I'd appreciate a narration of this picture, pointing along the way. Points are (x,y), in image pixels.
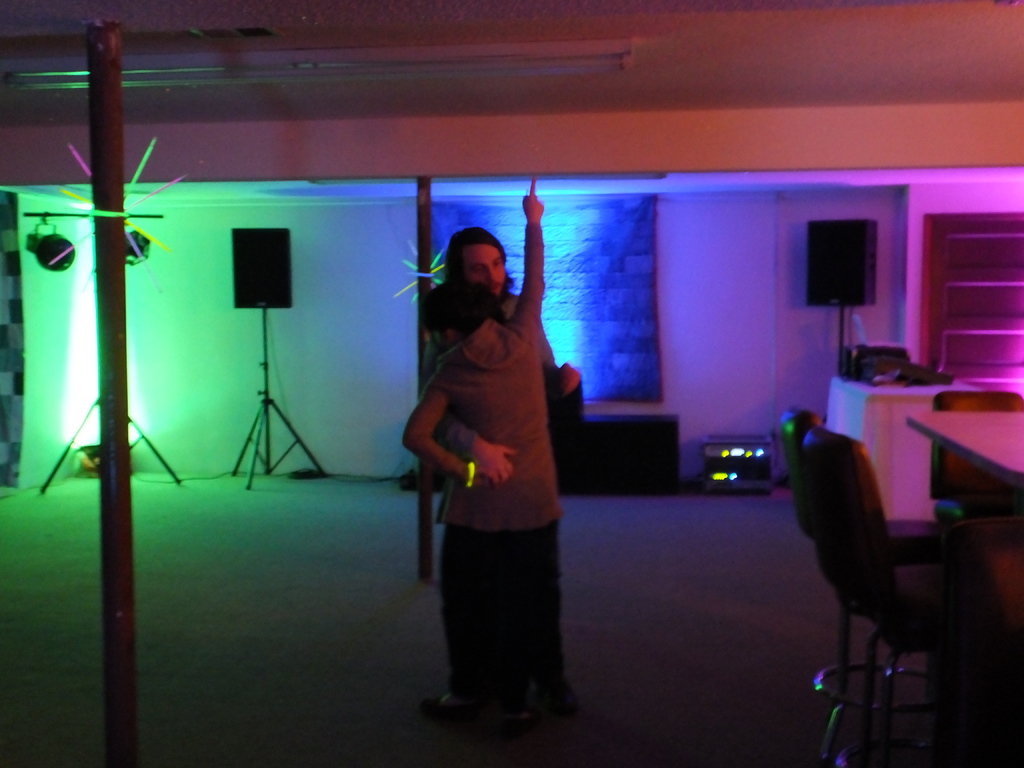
In this image there are two persons (499,415) standing on the floor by hugging each other. In the background (269,290) there are speakers (274,259). At the top (446,50) there is a tube light (285,71). On the left side (122,510) there is a pole (128,448). Behind the pole (116,377) there are lights (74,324). On the right side (974,435) there is a table (983,444). Beside the table (972,438) there are chairs (940,506). In the background (623,276) there is a curtain (589,285). Beside the curtain (589,285) there is a small device (739,471).
